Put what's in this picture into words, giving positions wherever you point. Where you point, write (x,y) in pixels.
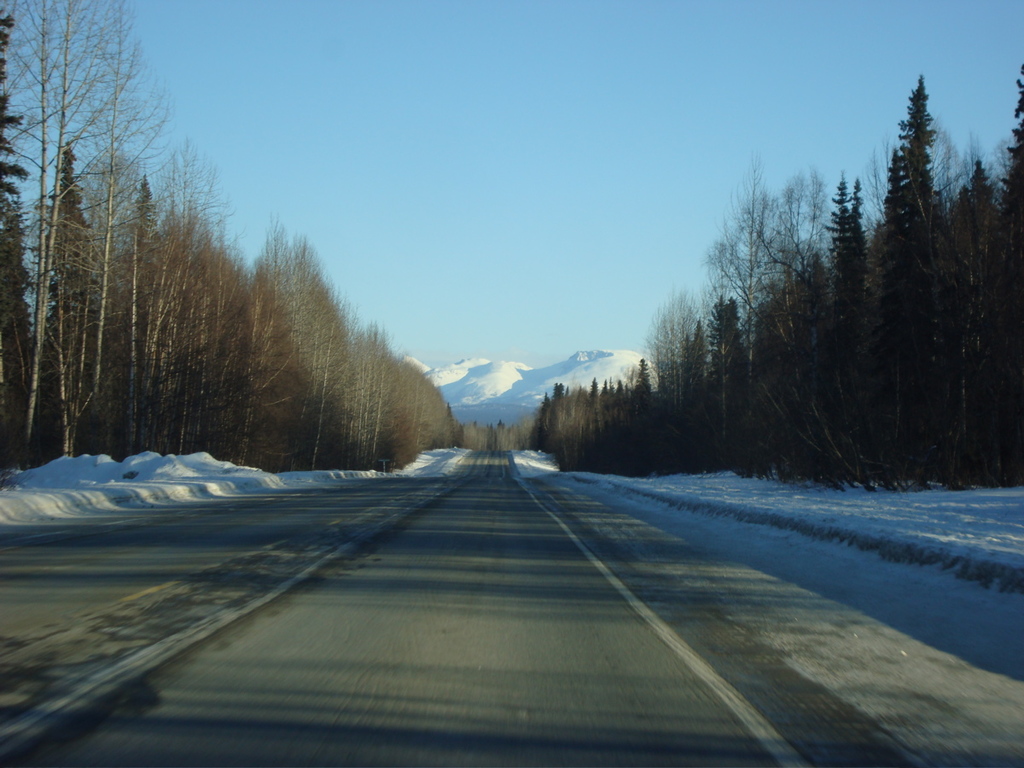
In this image there is a road (475,558) in the bottom of this image (1,620) and there are some trees (584,455) in the background (538,427). There is a snow hill (499,390) in middle of this image (472,392) and there is a sky (382,135) on the top of this image (446,169).
